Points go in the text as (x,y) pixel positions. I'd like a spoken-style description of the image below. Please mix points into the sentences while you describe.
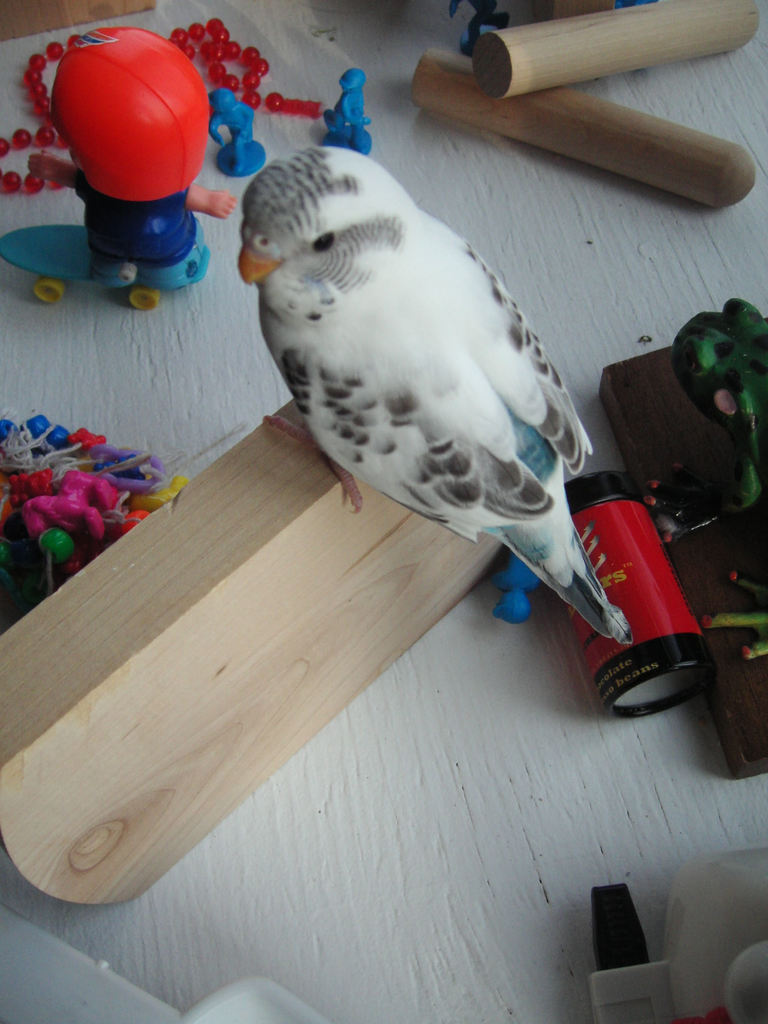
In this image, we can see a bird (428,374) on the wooden piece (283,517). Here we can see few toys (752,621), some objects (574,69) are placed on the white surface (399,900).
